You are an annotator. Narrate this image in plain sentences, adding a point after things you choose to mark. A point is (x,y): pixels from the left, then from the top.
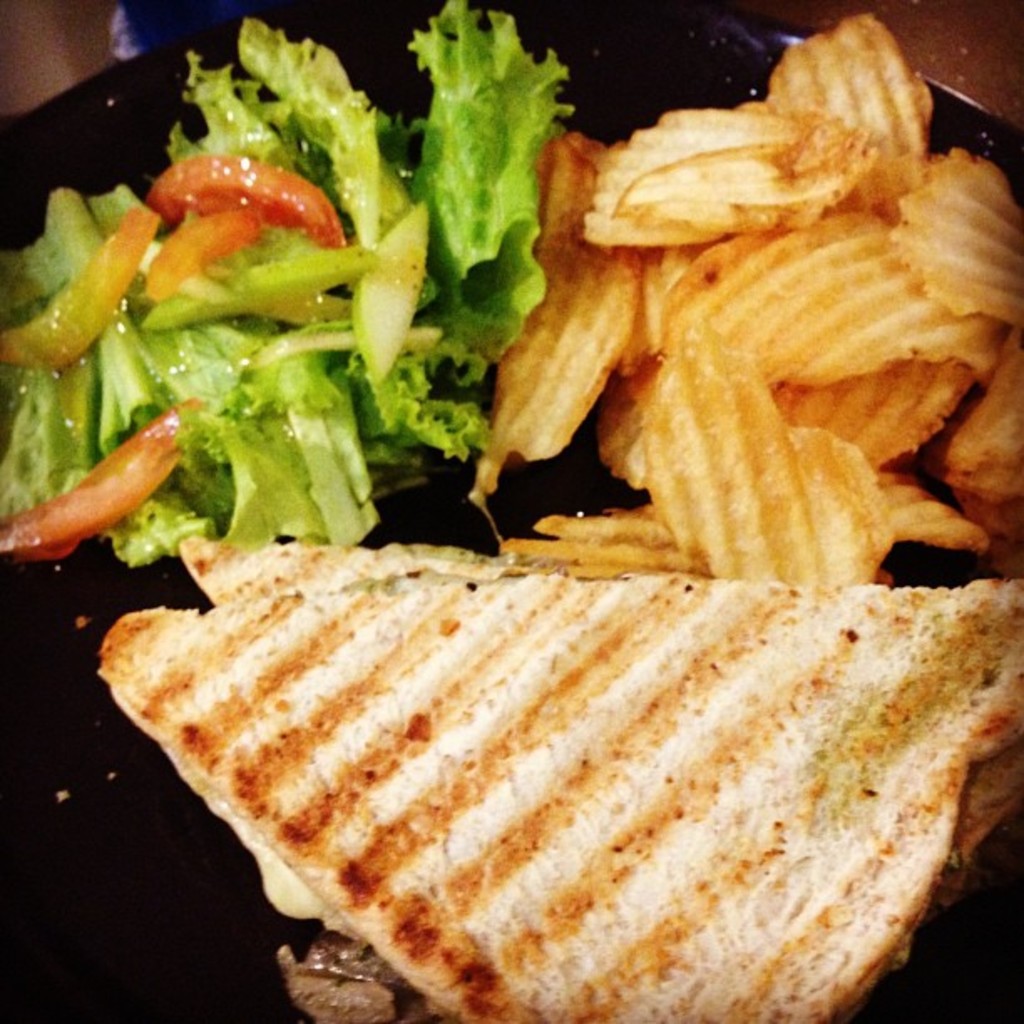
In this image we can see some food (532,752) in a plate (131,848) which is placed on the surface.
